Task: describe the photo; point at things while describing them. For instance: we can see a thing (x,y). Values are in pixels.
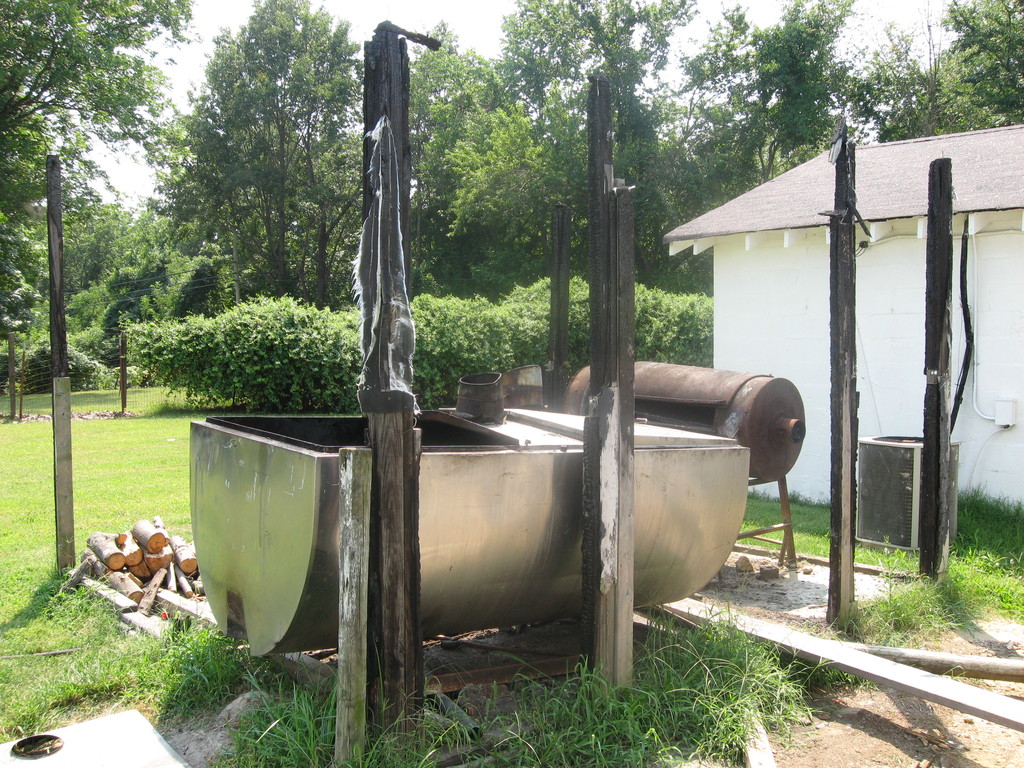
This picture is clicked outside. In the foreground (65,564) we can see there are some objects (664,406) placed on the ground (8,549) and we can see the poles (391,395). On the right corner (784,199) there is house (819,320) and the plants (719,714). In the background (184,2) there is a sky (212,21), trees (202,160) and plants (138,325).
